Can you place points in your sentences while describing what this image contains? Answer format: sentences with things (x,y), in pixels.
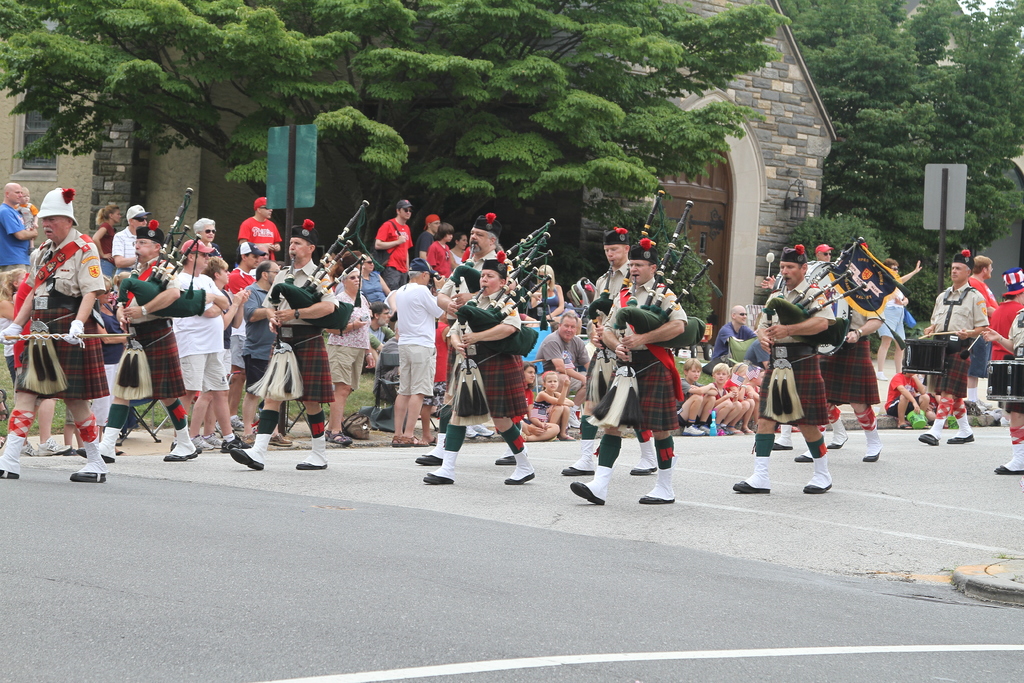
In this image we can see a few people (508,459) walking and playing musical instruments (633,319) and a few people (705,388) sitting and a few people (230,280) standing beside the road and there are trees (655,185) boards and a building (736,192) on the left side of the image (307,176).
